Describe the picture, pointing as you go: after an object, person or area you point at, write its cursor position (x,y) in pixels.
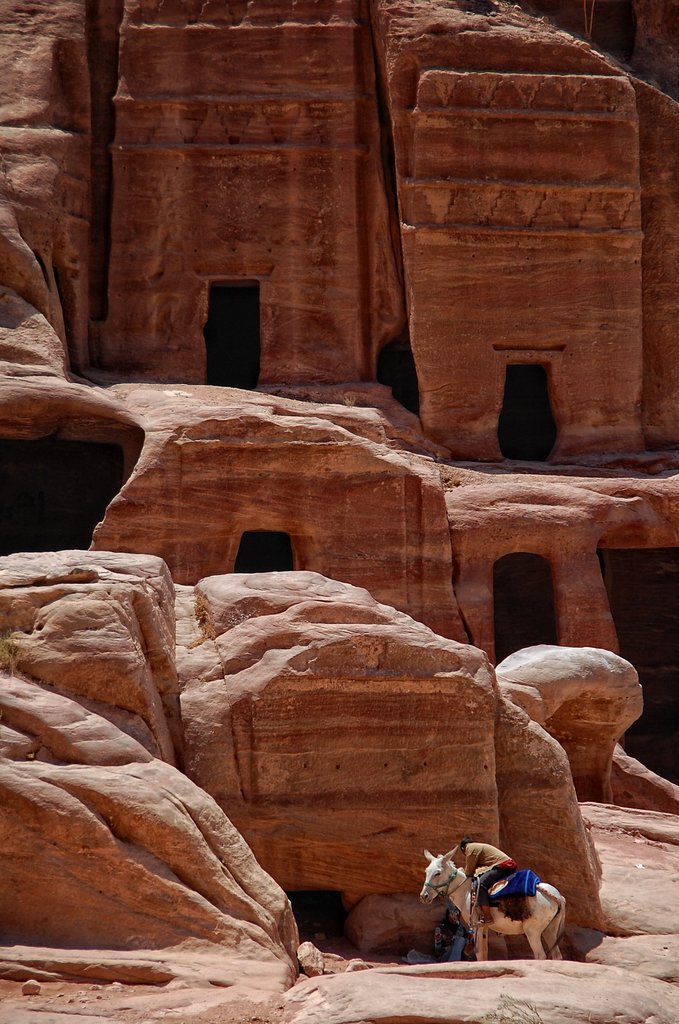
In this image we can see rocks (272,776), there a person (489,901) is sitting on a white horse (510,898).
